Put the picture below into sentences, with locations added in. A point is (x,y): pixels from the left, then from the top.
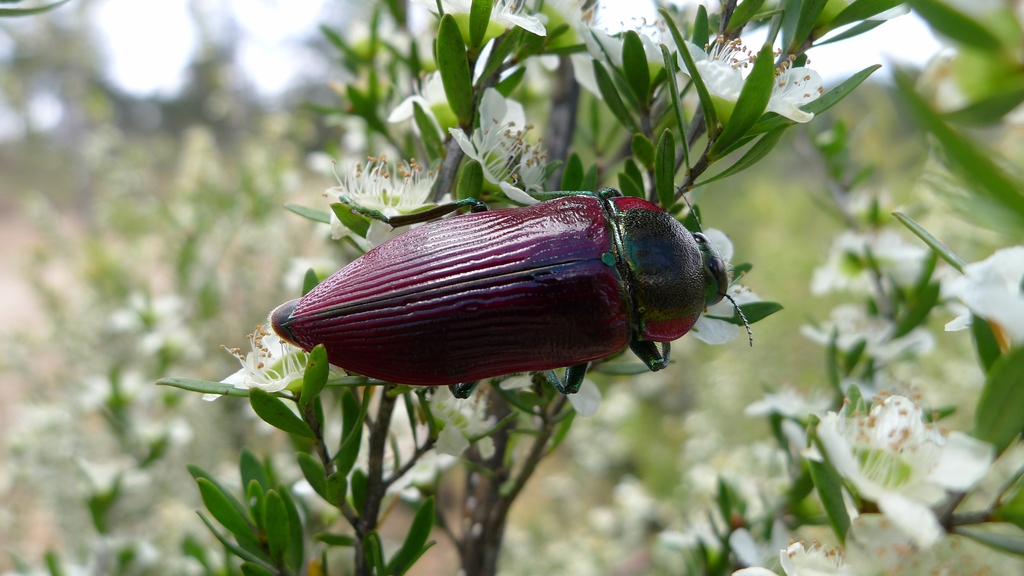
In the foreground of the picture (420,237) there are plants (460,164), flowers (498,104) and an insect (508,265). The background (6,223) is blurred. In the background (189,202) there are plants (230,124), flowers (153,296).
